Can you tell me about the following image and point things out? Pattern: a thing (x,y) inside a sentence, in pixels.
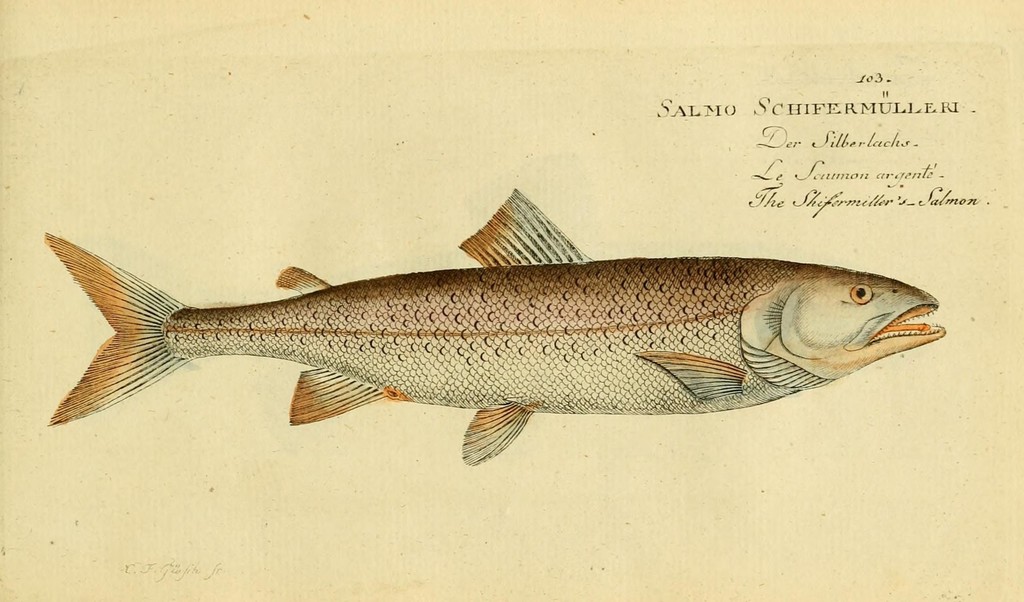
In this picture I can observe a sketch (393,329) of a fish (548,350) in the paper (189,204). On the top right side (798,123) I can observe text (770,111). The background (338,198) is in cream color.
